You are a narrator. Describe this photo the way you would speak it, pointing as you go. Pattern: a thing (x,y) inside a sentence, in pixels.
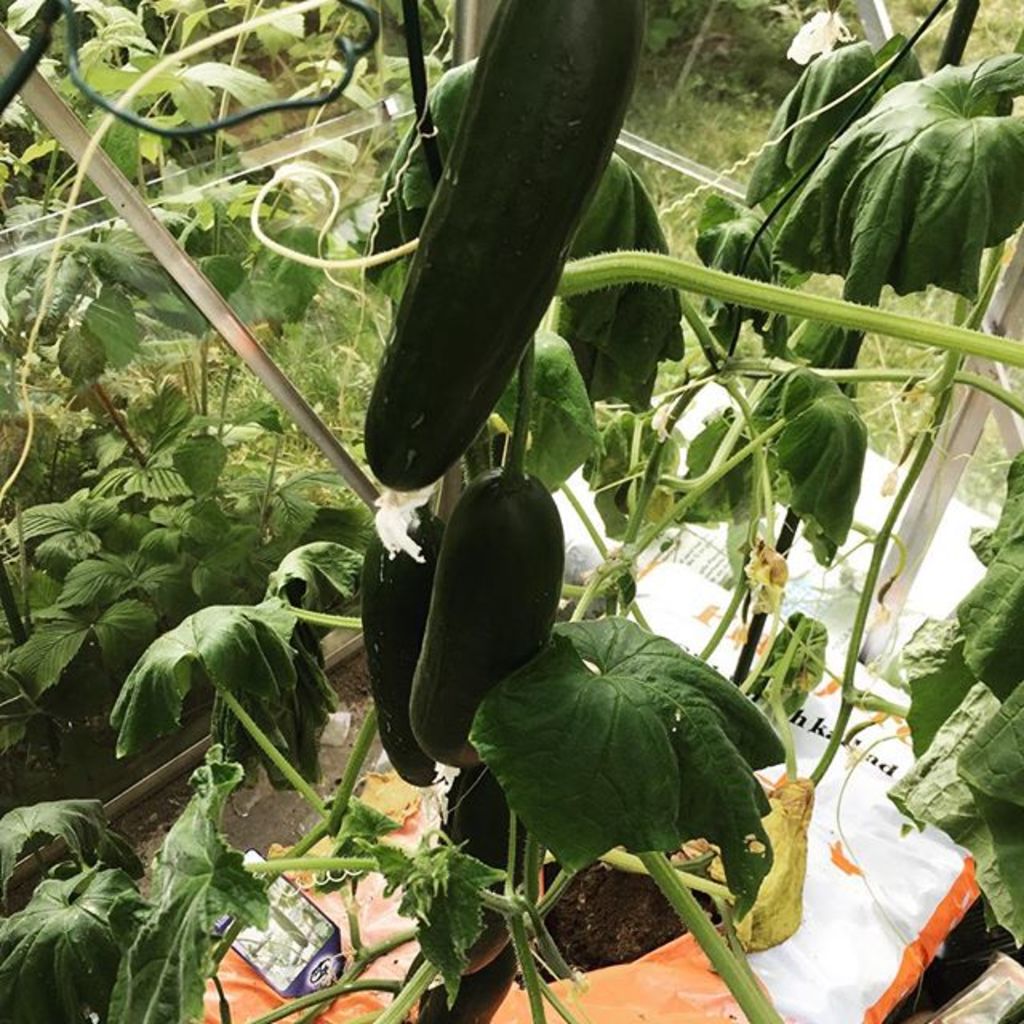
In this image there are some vegetables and plants (513,683), and at the bottom (858,833) there are some plastic covers (852,933) and some objects (319,937). And in the background (684,61) there is grass (953,312) and some objects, and in the center (345,406) is a glass door (148,325).
